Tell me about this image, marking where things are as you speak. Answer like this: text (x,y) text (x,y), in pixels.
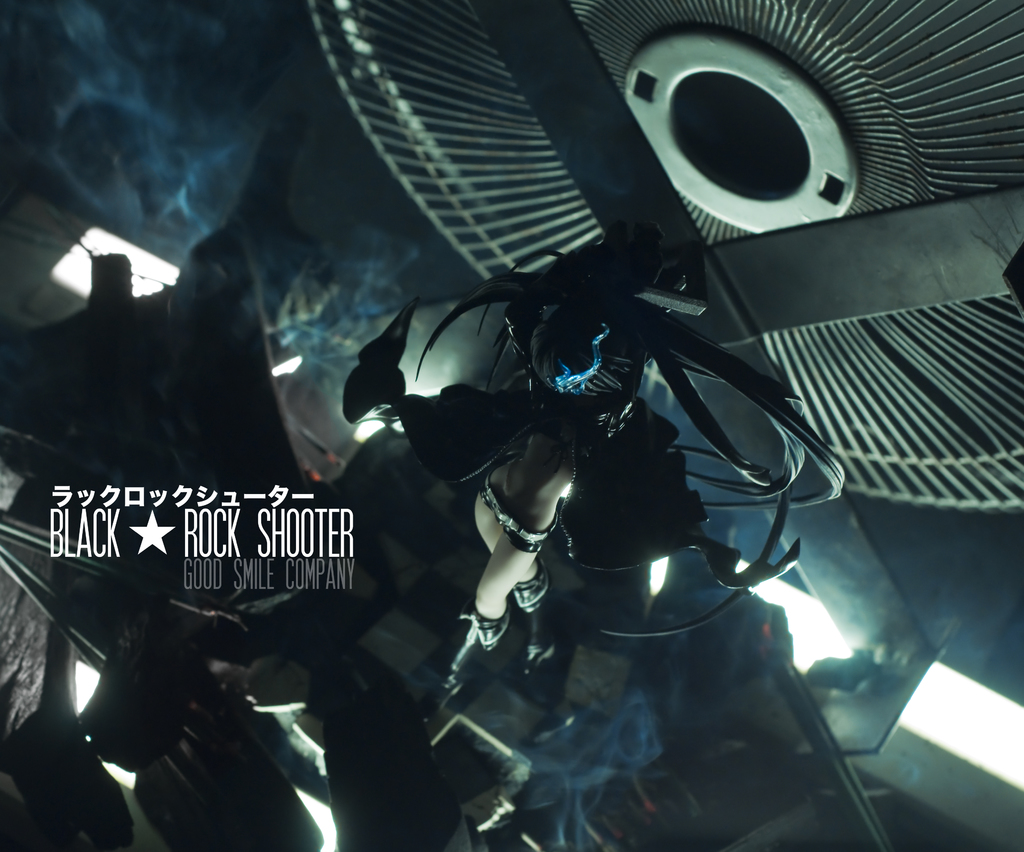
This image is a photo. In the middle of the image (537,567) there is a person (478,471). On the left side of the image (135,513) there is a text (80,520) in the image. At the top of the image (524,130) there is an object (892,391). It is round in shape. At the bottom of the image (249,748) there are a few objects (125,735).
